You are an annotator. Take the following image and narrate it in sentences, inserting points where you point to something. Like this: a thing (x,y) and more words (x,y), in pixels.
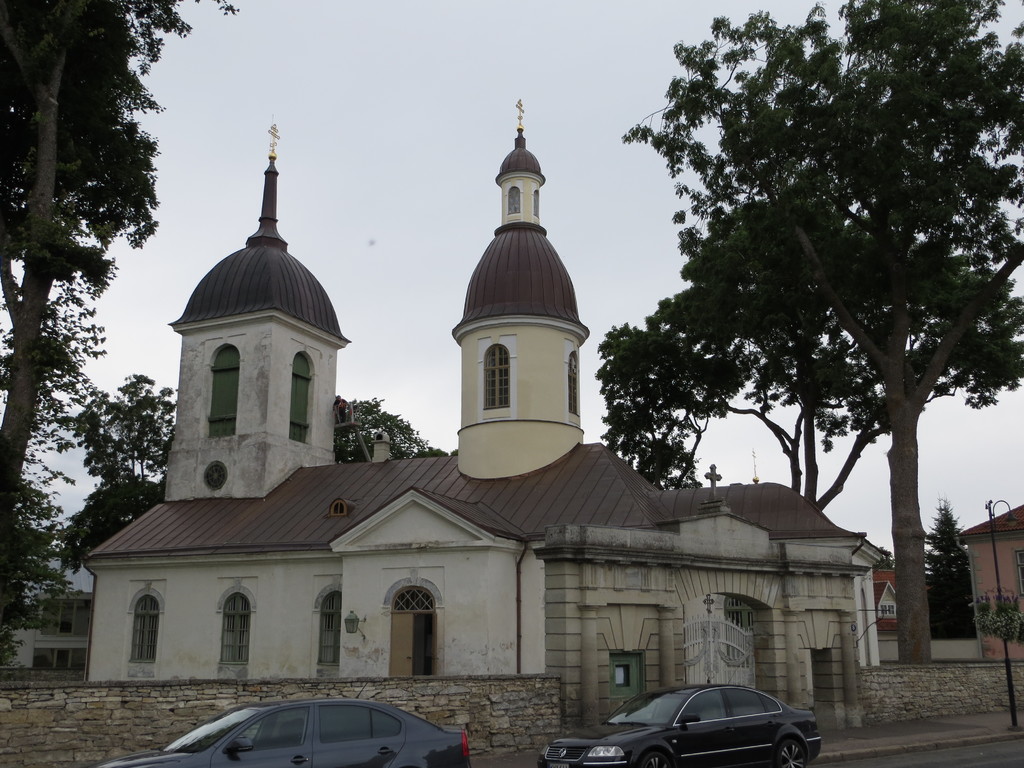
In this image I can see few vehicles (664,742), background (501,624) I can see few buildings (510,611) in white and brown color, trees (954,573) in green color and the sky (427,131) is in white color.
